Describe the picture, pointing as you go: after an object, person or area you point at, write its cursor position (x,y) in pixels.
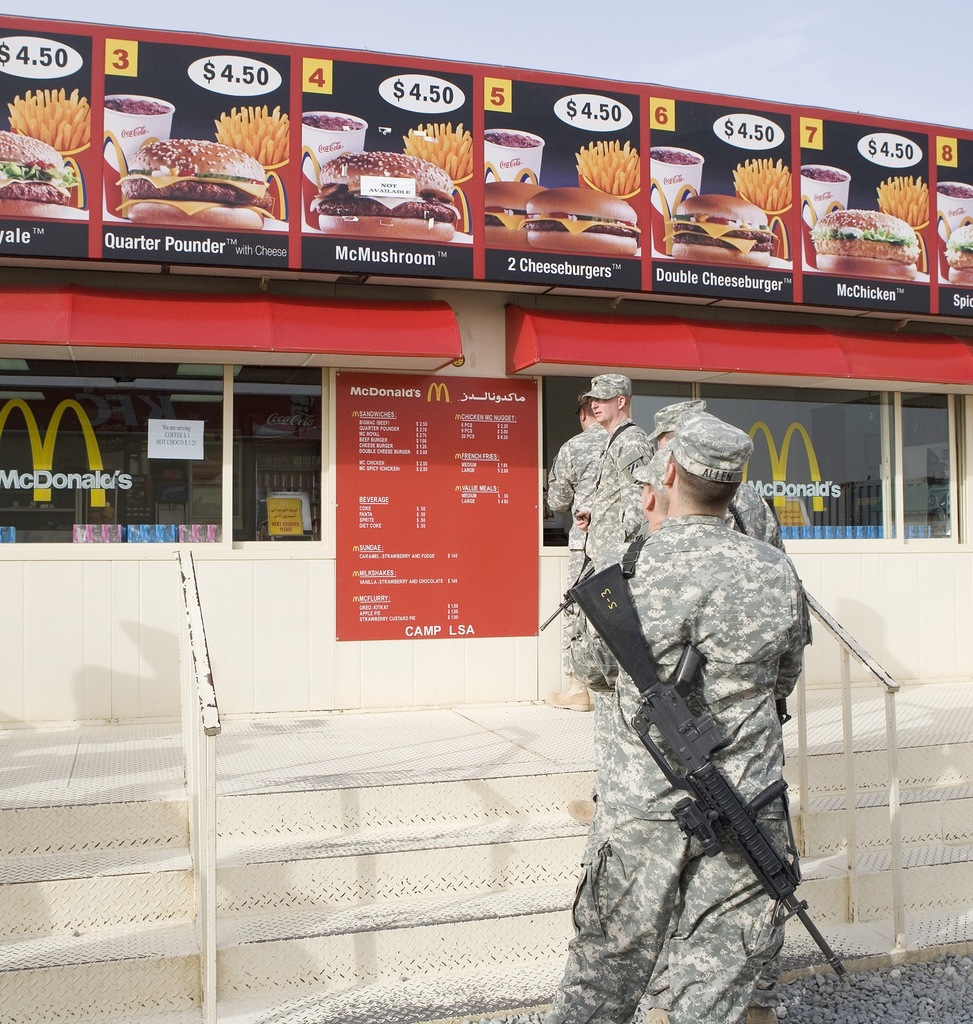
In this picture I can see 5 men (660,501) and I see that they're wearing army uniform (701,429). I can also see that the man (649,604) in front (657,589) is carrying a gun (692,689). In the background (413,710) I can see a store (496,545) and I can see number of boards (449,169) on which there are pictures (733,176) of food (627,150) and I see few words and numbers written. On the top of this picture (561,56) I can see the sky (583,46) and I can see the stones (904,1010) and the steps (452,769) in front (449,878).
